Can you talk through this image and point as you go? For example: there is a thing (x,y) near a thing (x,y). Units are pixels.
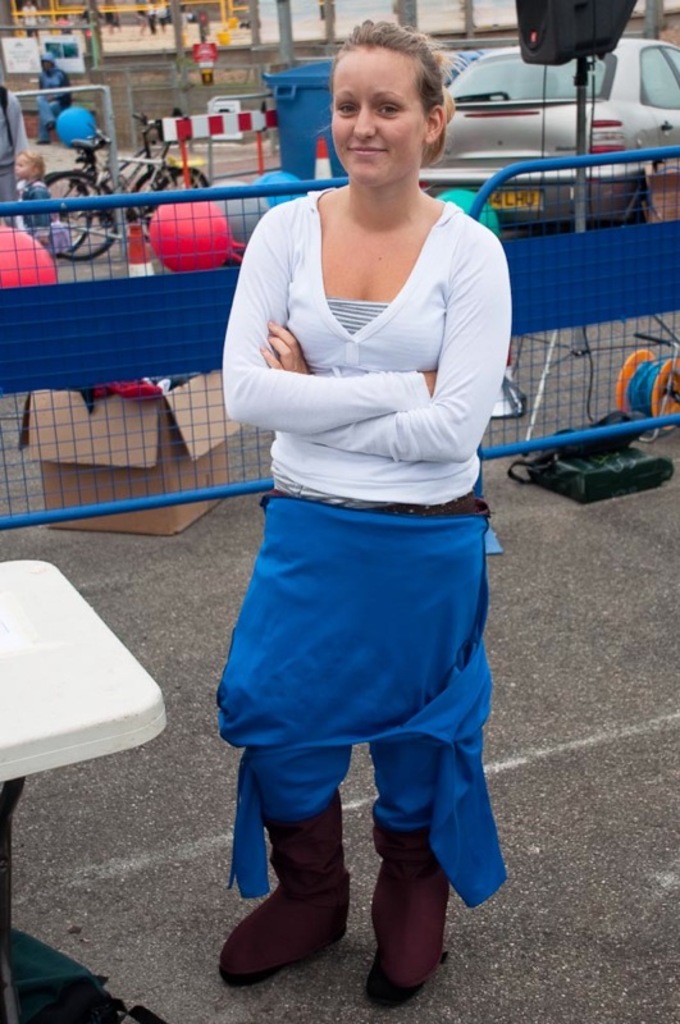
The women (412,362) wearing white shirt (406,381) is standing and there is a blue barrier (211,192), car (521,87), bicycles (90,166) behind her.
